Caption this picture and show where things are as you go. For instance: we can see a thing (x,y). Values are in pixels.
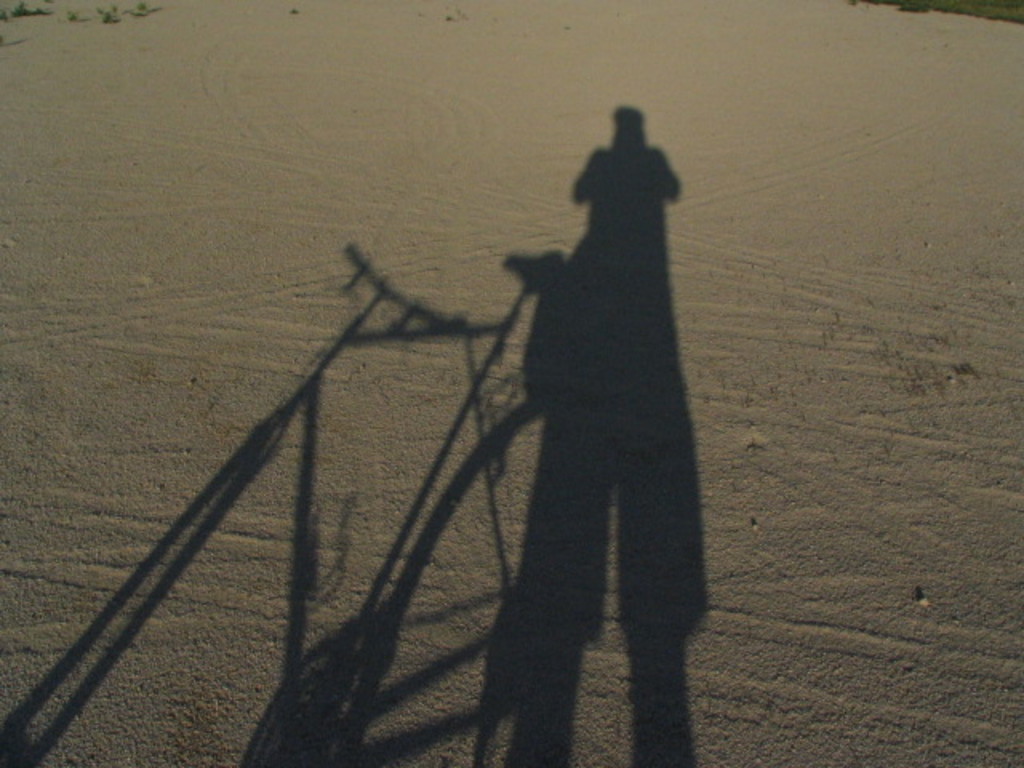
In this picture I can see the desert (792,230). In the top right corner (998,13) I can see the green grass (924,1). At the bottom (575,685) I can see the shadow (687,532) of a person (653,395) and bicycle (356,646).
